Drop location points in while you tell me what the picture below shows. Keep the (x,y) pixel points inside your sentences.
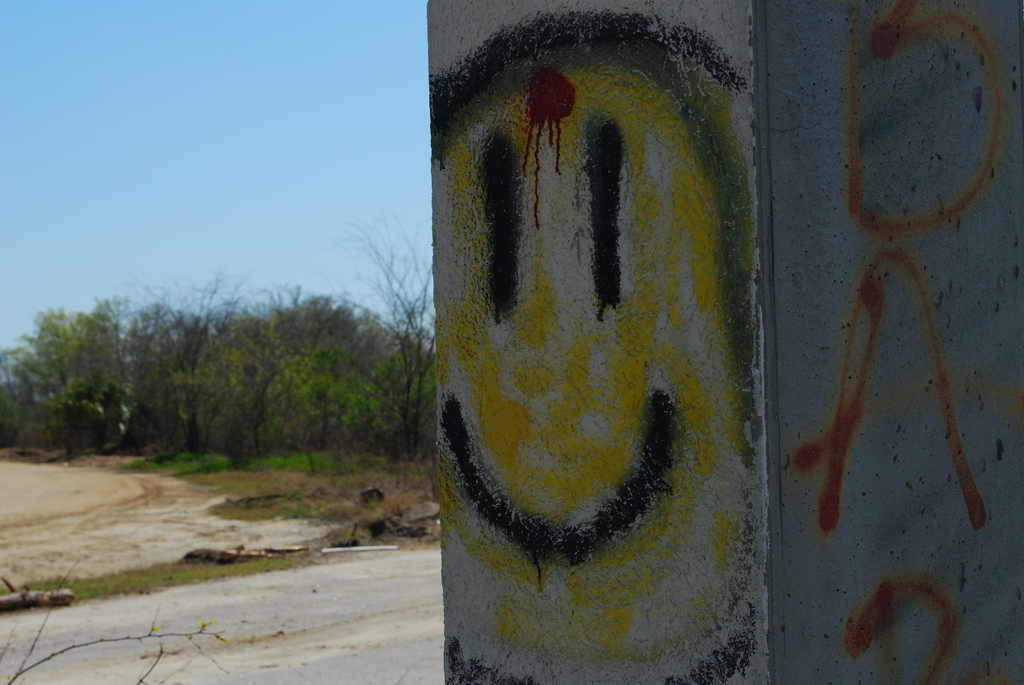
On the right side of the image (811,116) there is a wall (505,77), on the left side of the image (24,427) there are some trees (424,437). At the top of the image (332,215) there is sky (346,292).
